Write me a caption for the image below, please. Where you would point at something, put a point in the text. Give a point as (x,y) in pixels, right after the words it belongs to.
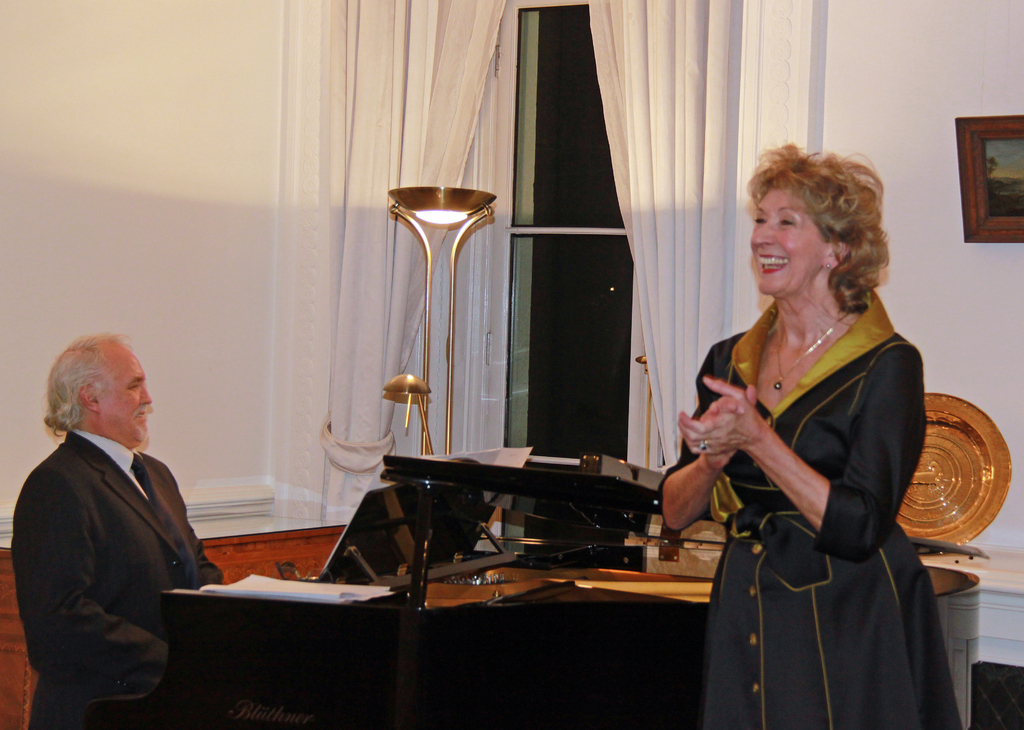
We can see photo frame (961,163) over a wall (933,203). This is a window (570,212) with white color curtains (643,151). Here we can see one woman (695,435) standing near to the piano (628,570) and smiling. At the left side of the picture (95,665) we can see a man (99,573) sitting on a seat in front of a piano (395,617) and on the piano (358,575) we can see paper (268,579).
